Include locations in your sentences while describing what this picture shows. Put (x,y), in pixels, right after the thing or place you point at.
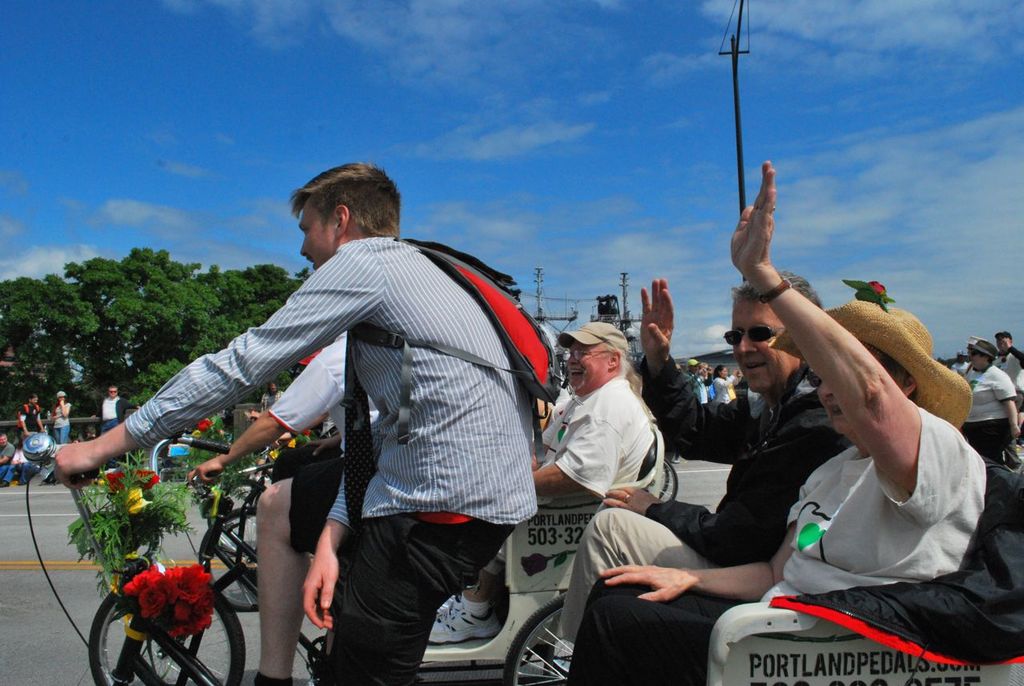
This image is taken in outdoors. In this there are many people (218,382). In the middle of the image (359,238) a man (215,368) is sitting on a vehicle (204,600) and two of them were sitting at the back side of the vehicle (546,570) a man (602,533) and woman (883,535). At the bottom of the image (39,577) there is a road (39,654). At the background (944,121) there is a sky (753,8) with clouds (934,20) and there were many trees (109,314).
